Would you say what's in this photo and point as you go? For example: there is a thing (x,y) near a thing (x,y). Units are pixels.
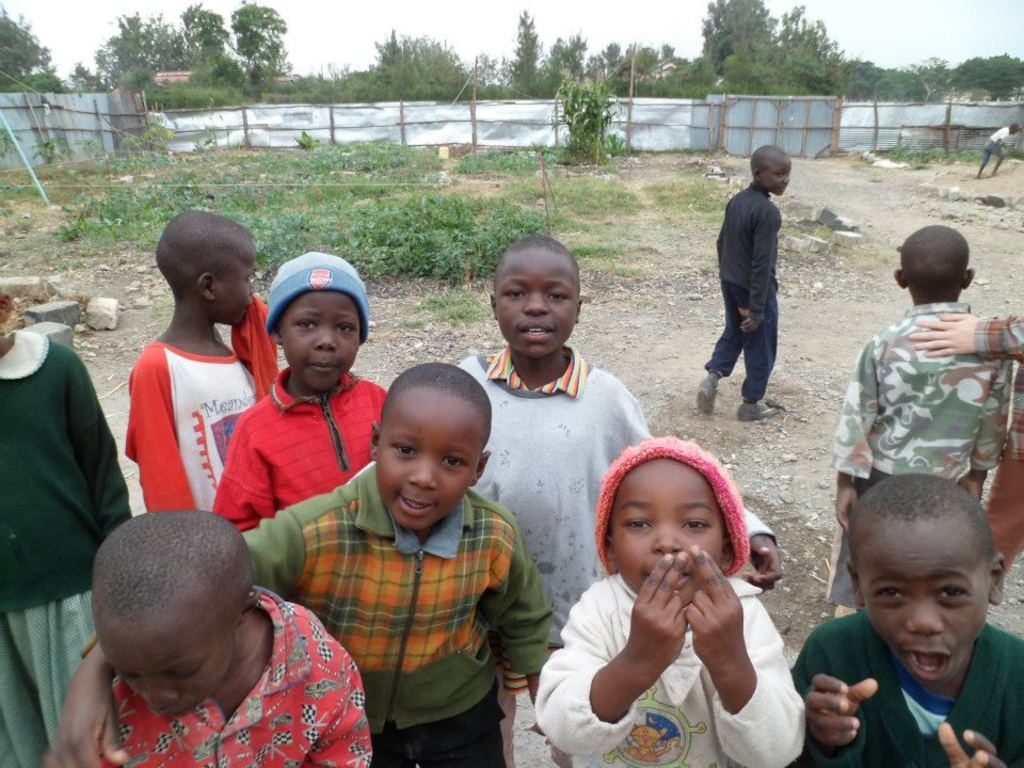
In this image in the front (211,420) there are group of kids (342,515) standing. On the right side (744,320) there is a kid (762,272) walking wearing a black colour dress (769,301). In the background (328,176) there is grass (295,193) on the ground (347,210) and there is a fence (502,127) and there are trees (621,66) and the sky (514,4) is cloudy.
